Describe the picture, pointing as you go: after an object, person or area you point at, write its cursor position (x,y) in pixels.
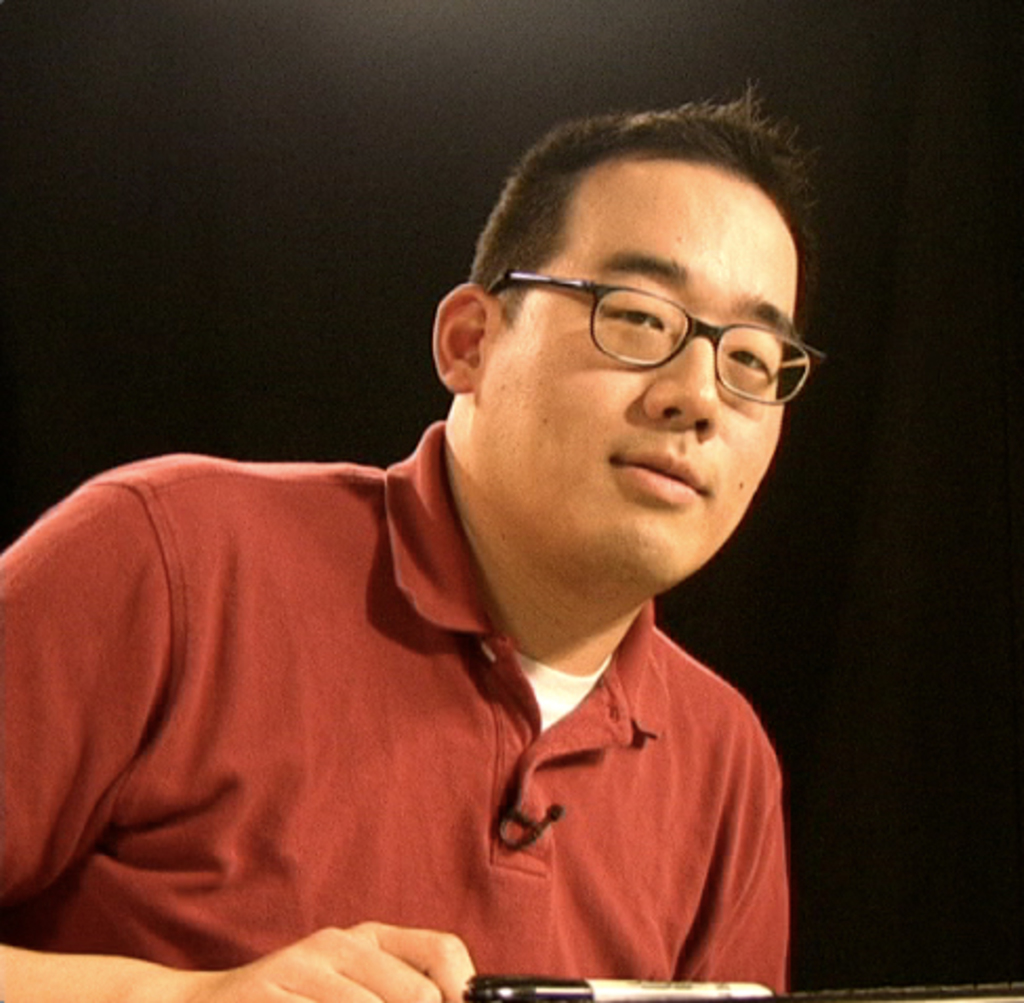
In this image I see man (743,117), who is wearing a t-shirt (308,545) and he is wearing a spectacle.
